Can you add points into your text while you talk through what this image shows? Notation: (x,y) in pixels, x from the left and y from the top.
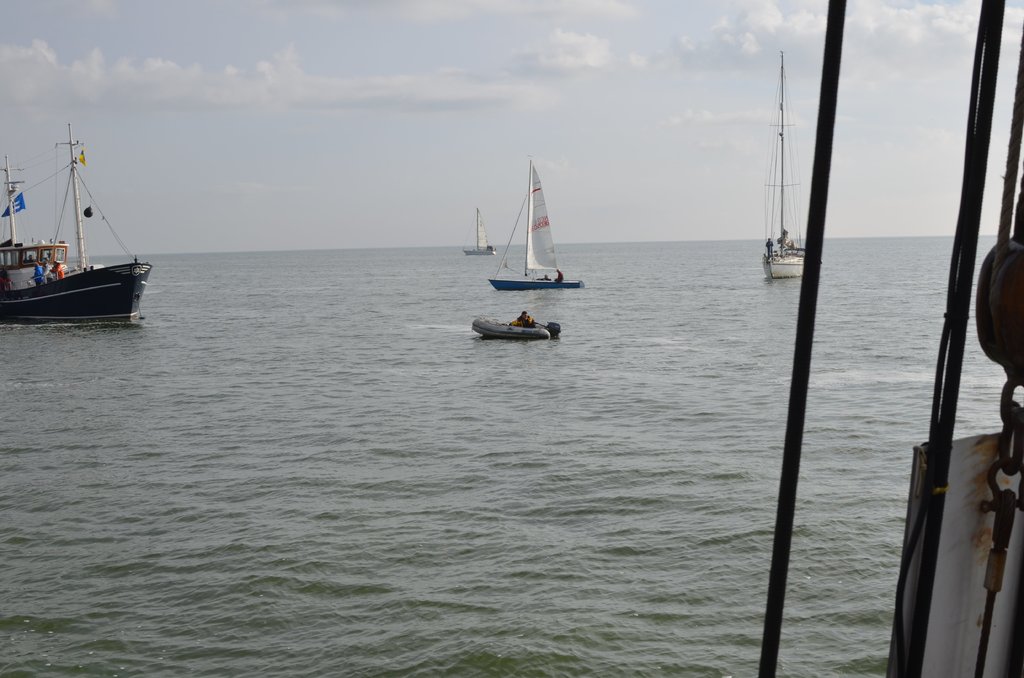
In this image I can see boats (146,265) on water (270,291). Here I can see people (42,281) on the boat (79,281). In the background (393,139) I can see the sky (360,140).
